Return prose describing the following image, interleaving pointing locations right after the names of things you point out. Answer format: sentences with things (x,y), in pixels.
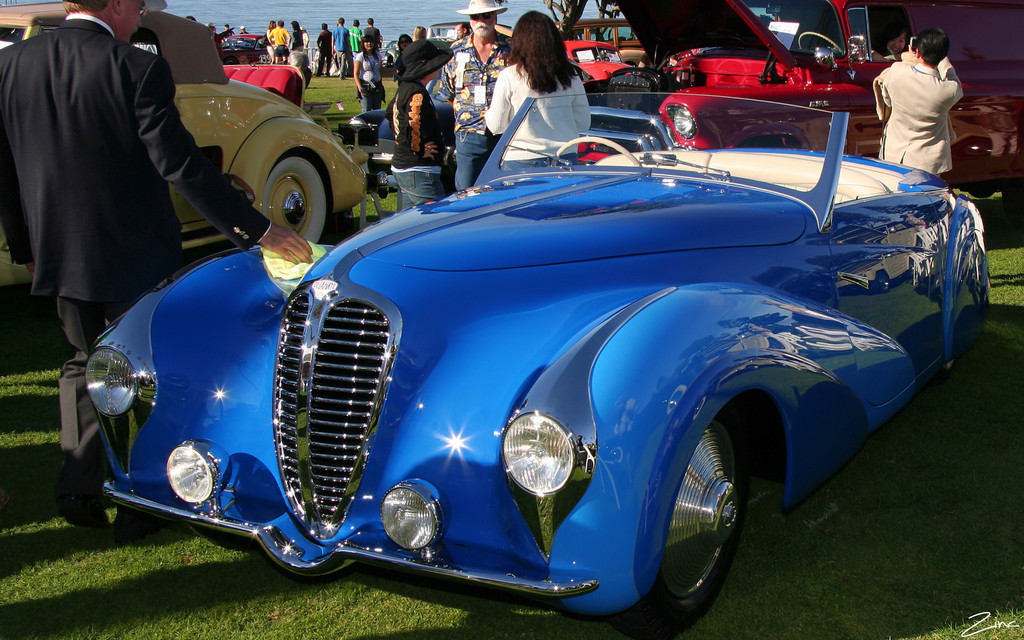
In this image we can see a group of cars (687,169) parked on the ground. In the center of the image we can see a group of people (889,123) standing. One person (131,109) is wearing a coat (100,158) and spectacles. One person (415,148) is wearing a hat (463,10). In the background (447,10), we can see water (327,11).
